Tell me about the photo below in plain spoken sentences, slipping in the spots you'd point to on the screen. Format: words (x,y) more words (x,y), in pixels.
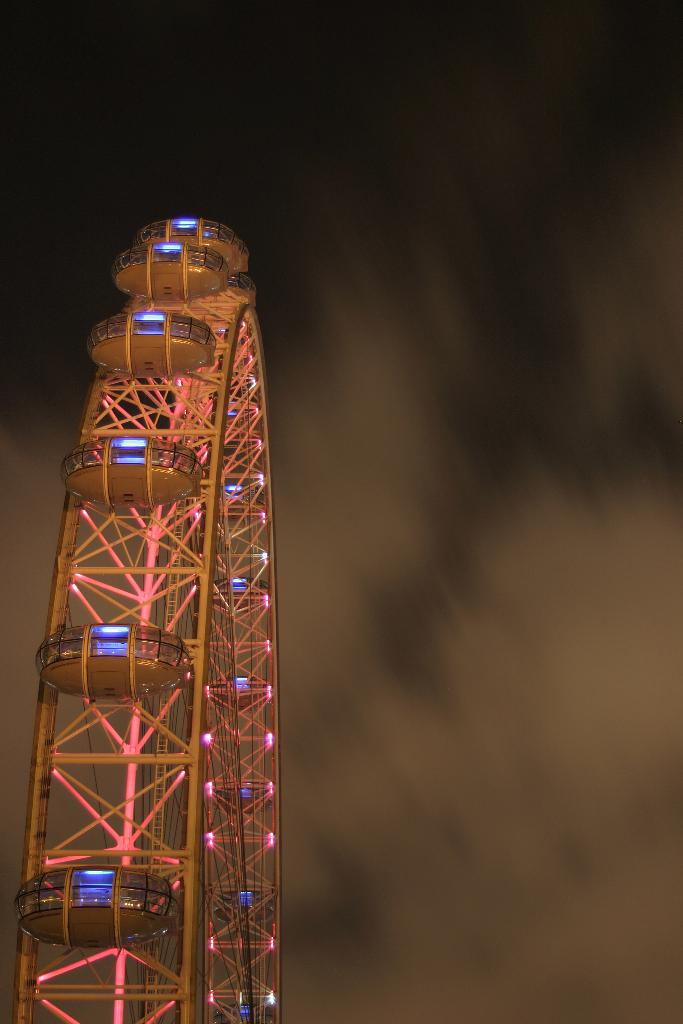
In this image, we can see a giant wheel (191,795) with lights (211,791) and ropes (237,780). Background (20,671) there is a sky (420,699).
